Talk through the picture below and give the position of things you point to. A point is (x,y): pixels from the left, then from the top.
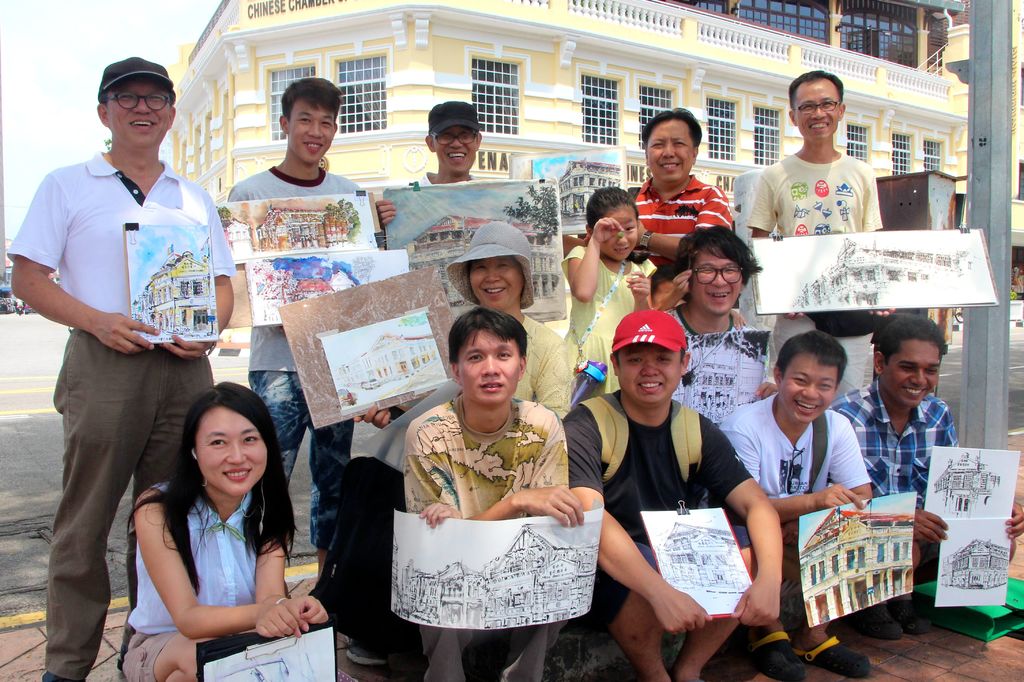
In this image we can see a few people (484,460) holding posters (376,270), among them some are sitting and some are standing, we can see a building (396,154) with windows (728,132), there are some pillars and other objects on the ground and also we can see the sky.
